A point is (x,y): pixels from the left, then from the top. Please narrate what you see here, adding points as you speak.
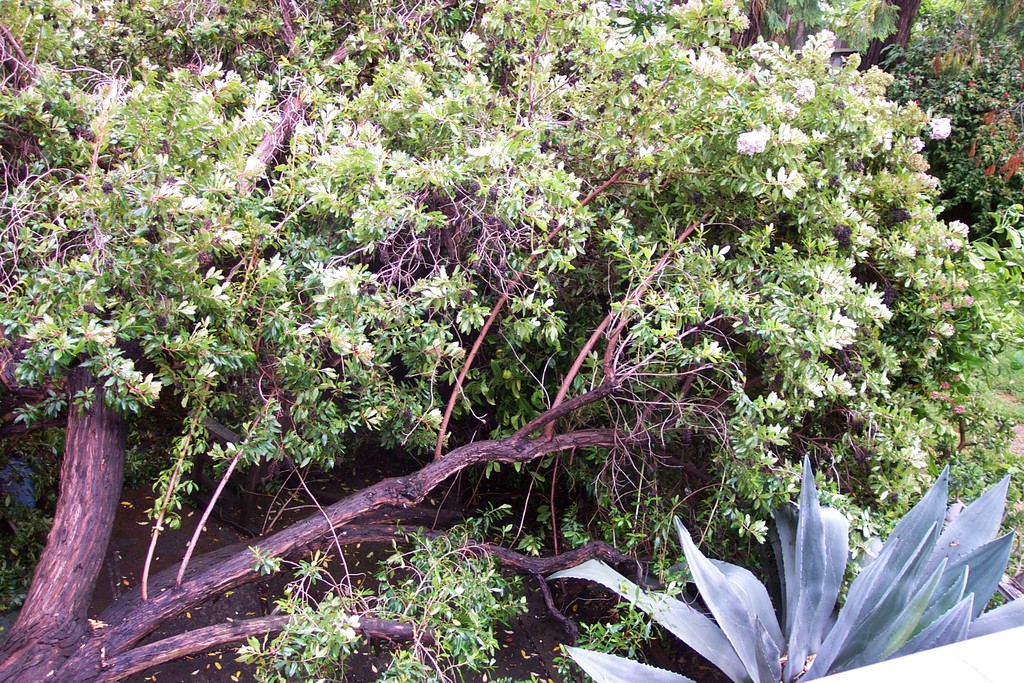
In this image we can see trees (670,496) and plants (793,597).
